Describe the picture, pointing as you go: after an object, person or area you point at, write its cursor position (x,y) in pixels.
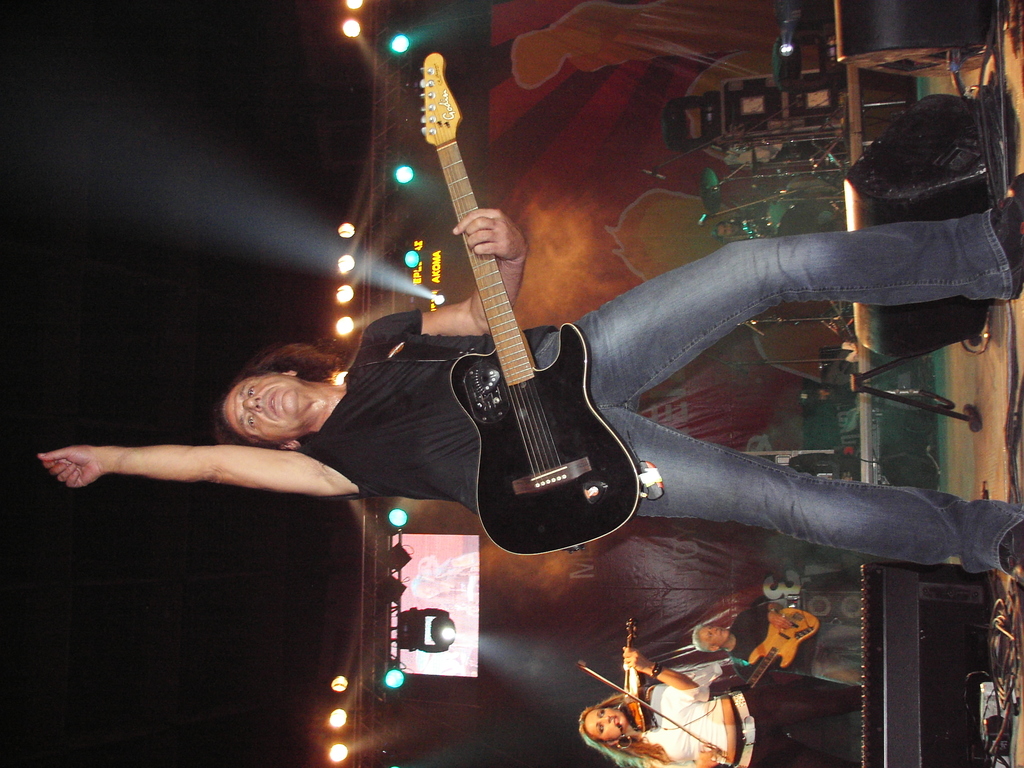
there is a stage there are some are standing or sitting on the stage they are playing the instruments (523,386) like guitar (795,615) and violin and on the stage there are many instruments (798,126) the person (615,397) who is holding the guitar (572,396) and he is posing.
